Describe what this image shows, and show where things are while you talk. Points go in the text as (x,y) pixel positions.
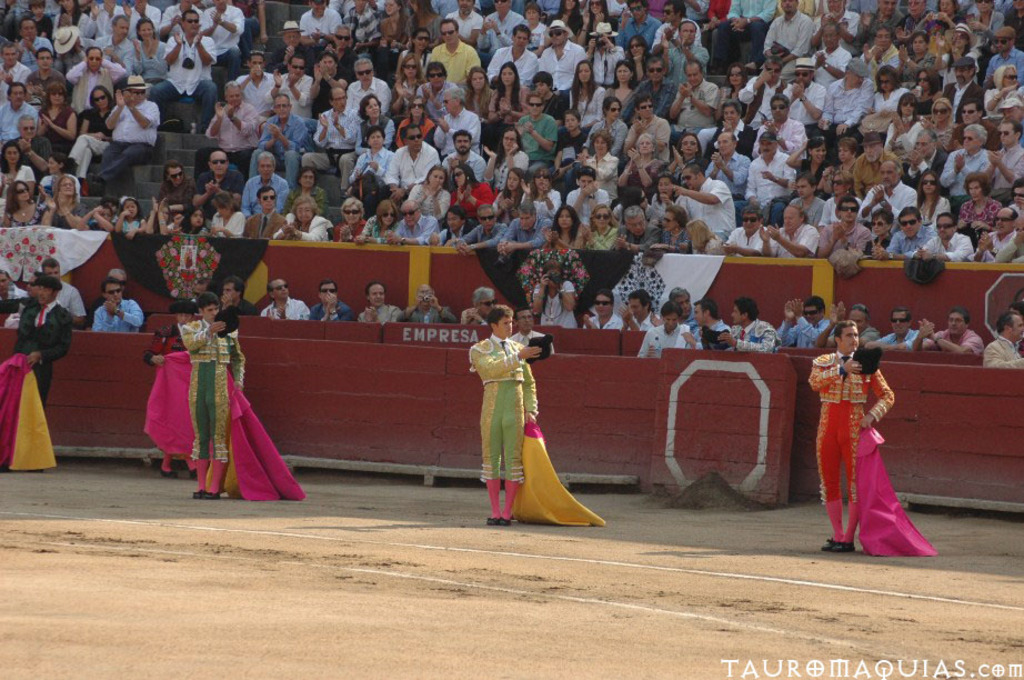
In this image, I can see three persons (512,408) standing with fancy dresses (841,416) and holding the hats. In the background (286,309), I can see groups of people (283,103) sitting and the clothes (213,260) hanging on a board (726,271). At the bottom right side of the image (747,677), I can see a watermark (964,660).
